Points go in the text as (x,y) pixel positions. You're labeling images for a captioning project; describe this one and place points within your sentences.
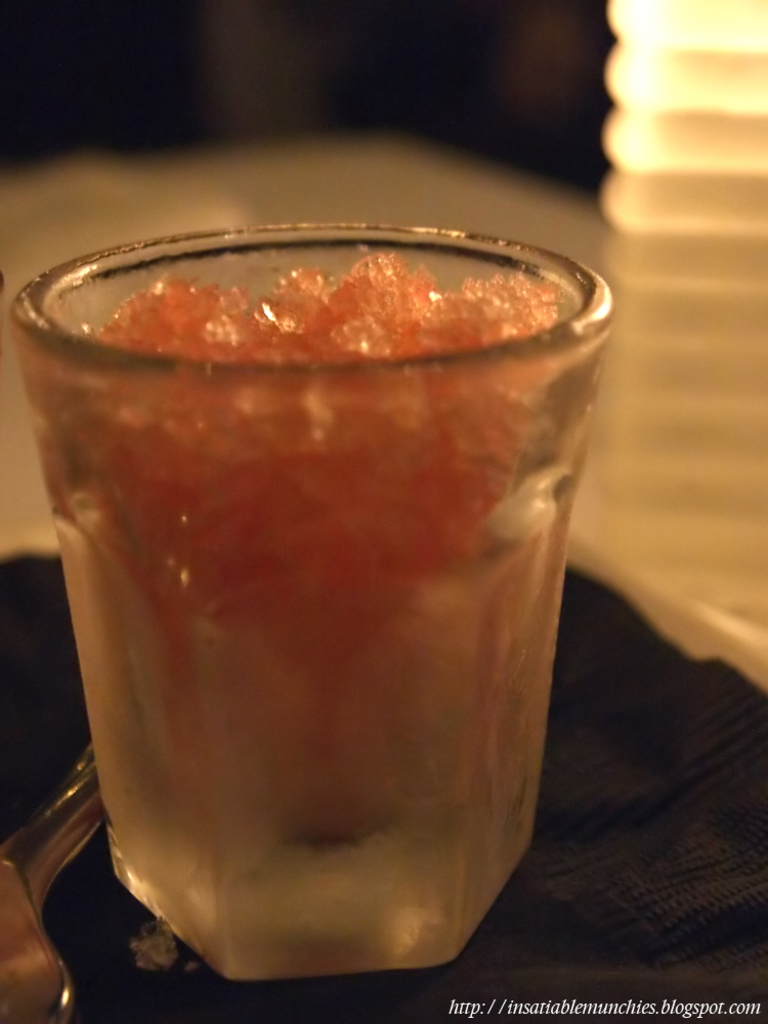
In this image we can see a glass (310,429). In glass (388,361) something is there. Right bottom of the image (539,1008) watermark (466,1015) is present.
